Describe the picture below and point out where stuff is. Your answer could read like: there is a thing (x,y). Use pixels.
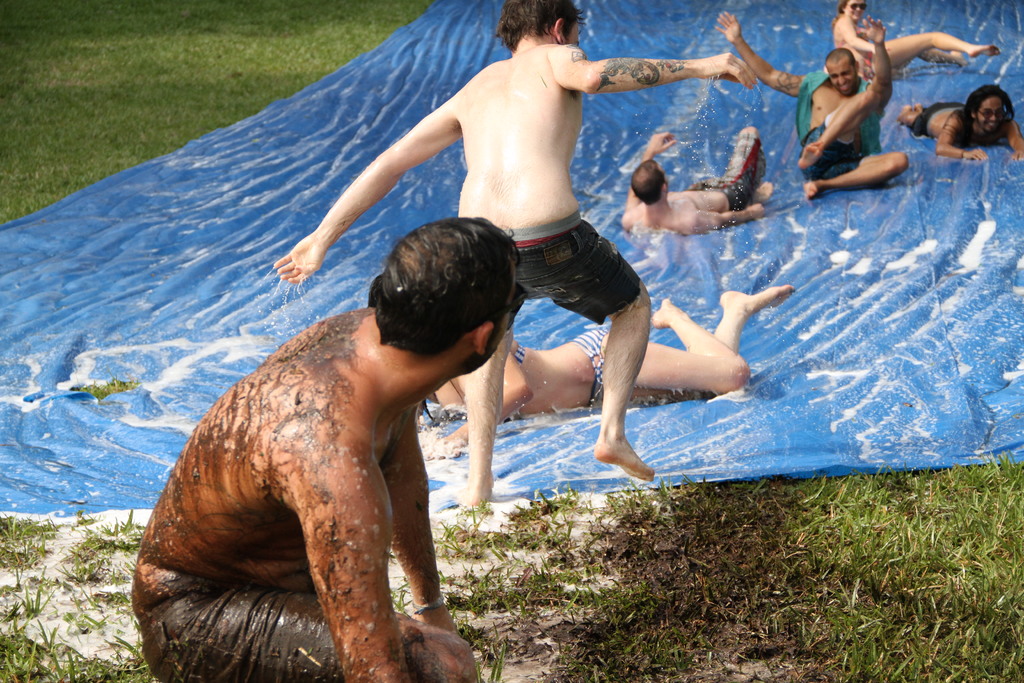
In this picture we can see group of people (539,257) and a blue cover (258,237), and also we can see water (282,310) on the cover (240,297), in the background (180,129) we can find grass (169,113).
